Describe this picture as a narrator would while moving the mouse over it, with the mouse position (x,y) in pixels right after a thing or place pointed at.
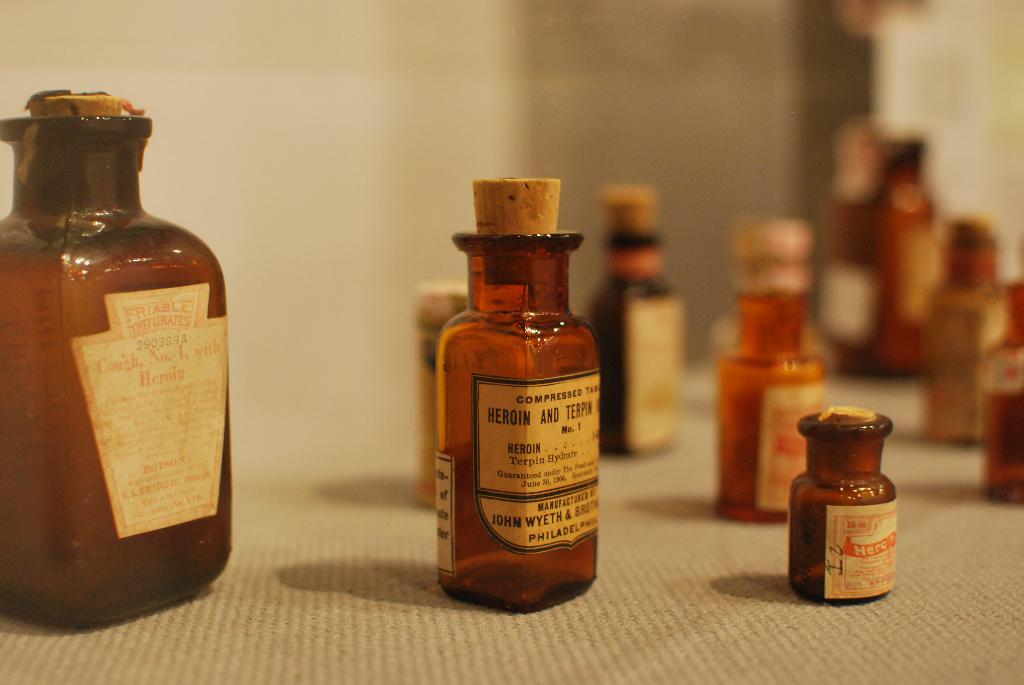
There are so many bottles (529,390) on table (687,501).
